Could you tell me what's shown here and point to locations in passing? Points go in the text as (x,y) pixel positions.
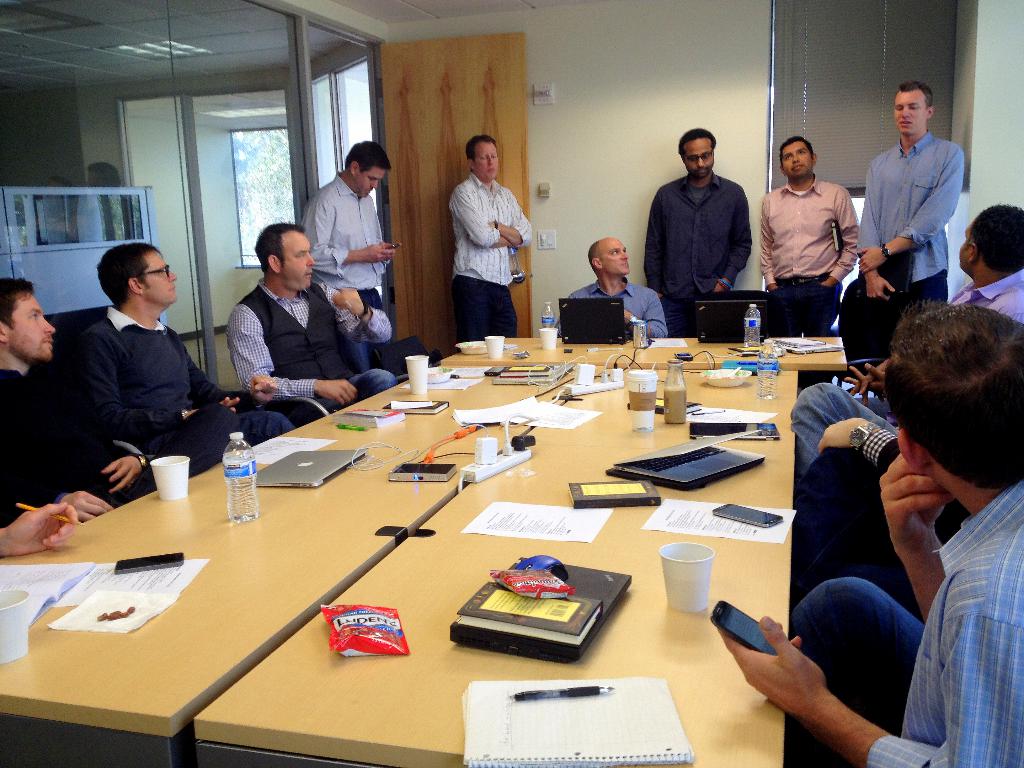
In this picture in the front (189,576) there are tables (426,515) and on the tables (343,533) there are bottles (239,506), glasses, papers (489,517), laptops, pens (587,690) and books (595,604) and there are persons (861,404) sitting and standing, there is a door (440,121) in the background (434,109) and there are windows (284,170), behind the windows (279,168) there are trees (280,167) and on the wall (553,122) there are sockets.
